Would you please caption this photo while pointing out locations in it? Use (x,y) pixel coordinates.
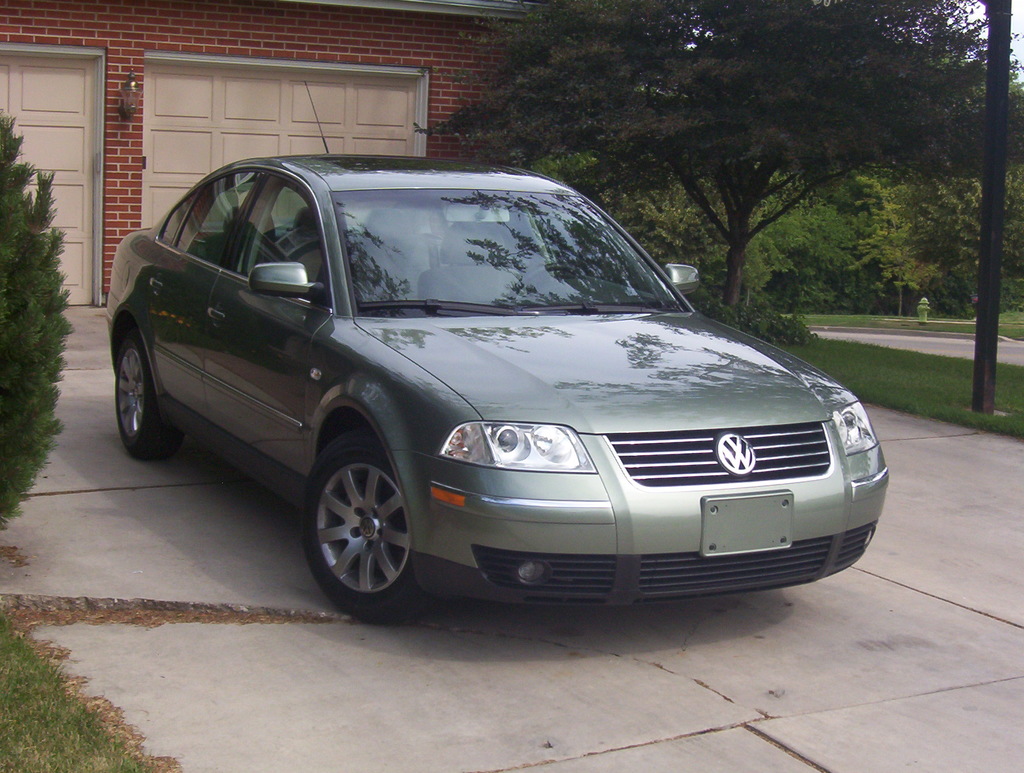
In the image there is a car (612,340). On the left side of the image (51,390) there is a tree (51,390) and also there is grass (35,710) on the ground (64,708). Behind the car (307,324) there is a wall (437,35) with doors (186,122). And on the right side of the image (889,60) there are trees (838,200) and also there is a pole (994,381) and grass (891,357) on the ground (837,360).
